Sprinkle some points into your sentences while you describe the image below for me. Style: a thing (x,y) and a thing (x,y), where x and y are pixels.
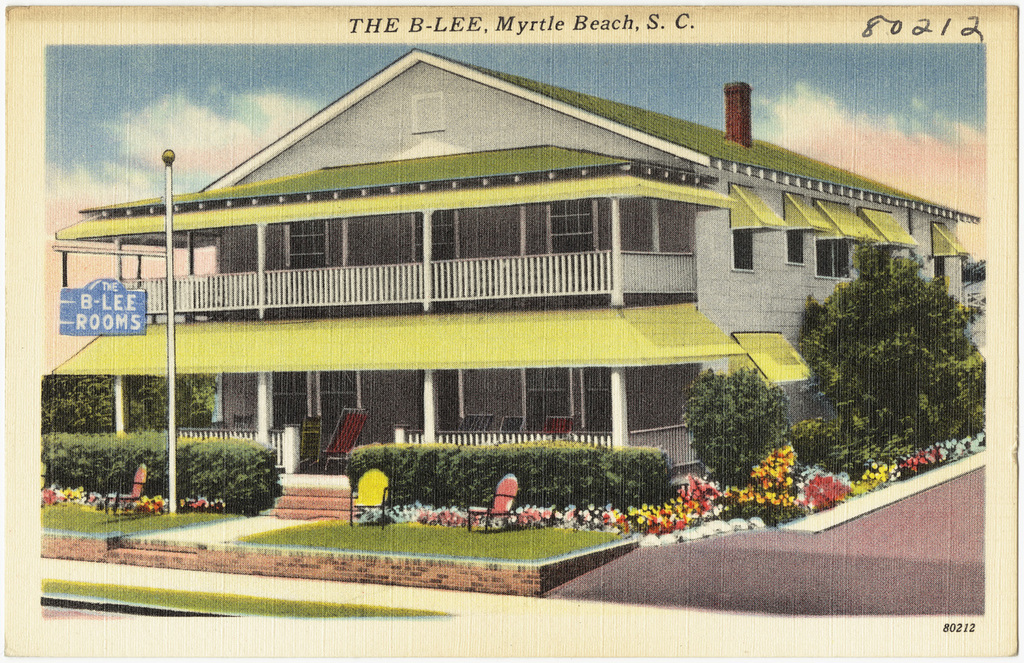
In this picture we can see a poster (609,599), here we can see a building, plants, trees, flowers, sky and some objects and we can see some text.
